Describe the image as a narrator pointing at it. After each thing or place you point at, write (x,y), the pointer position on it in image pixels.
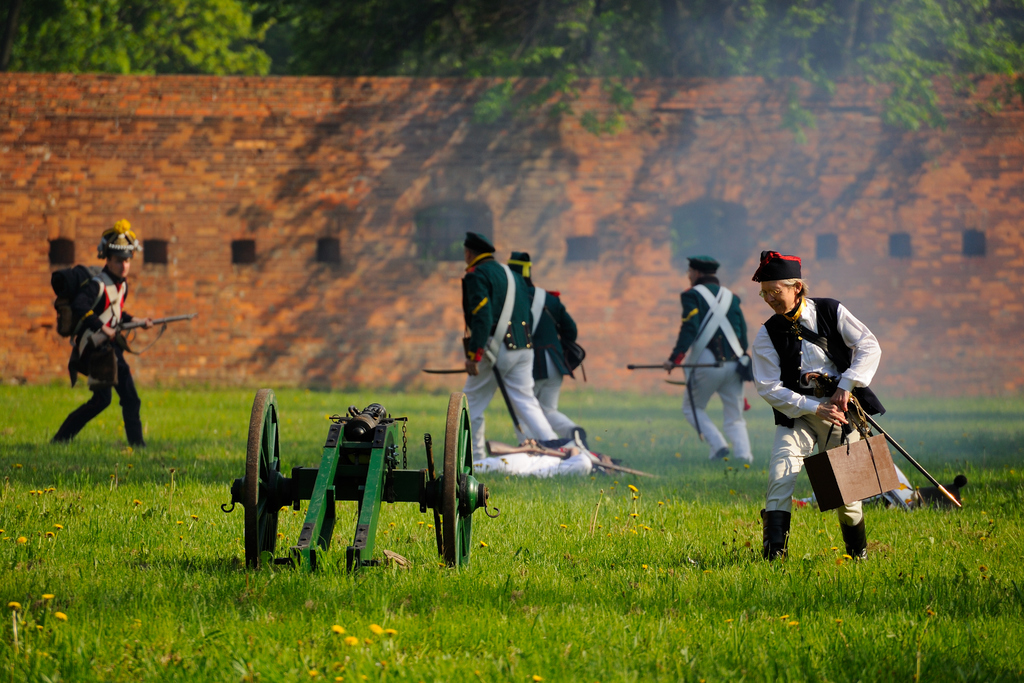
In this image we can see a group of persons (797,331) are standing and holding guns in the hand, there is a cannon (289,485) on the ground (646,634), there is a wall (445,281), at the back (695,71) there are trees (323,26).
